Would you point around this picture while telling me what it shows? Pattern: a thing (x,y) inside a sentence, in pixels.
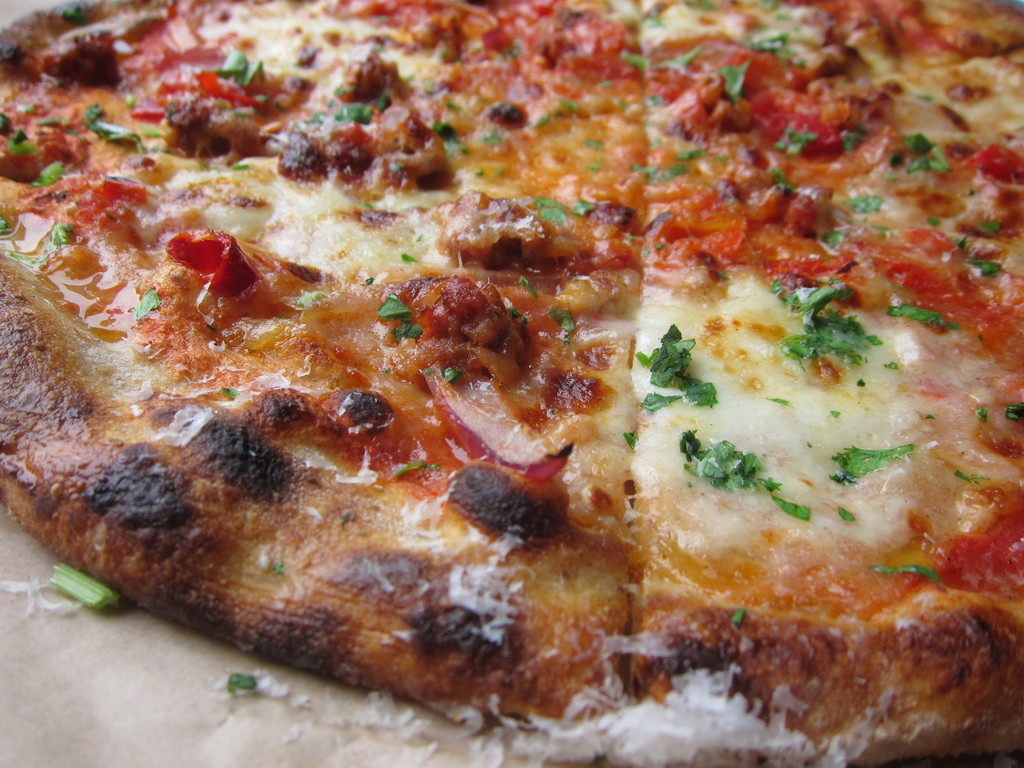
Here we can see a pizza (421,314) on a platform (1,756).
